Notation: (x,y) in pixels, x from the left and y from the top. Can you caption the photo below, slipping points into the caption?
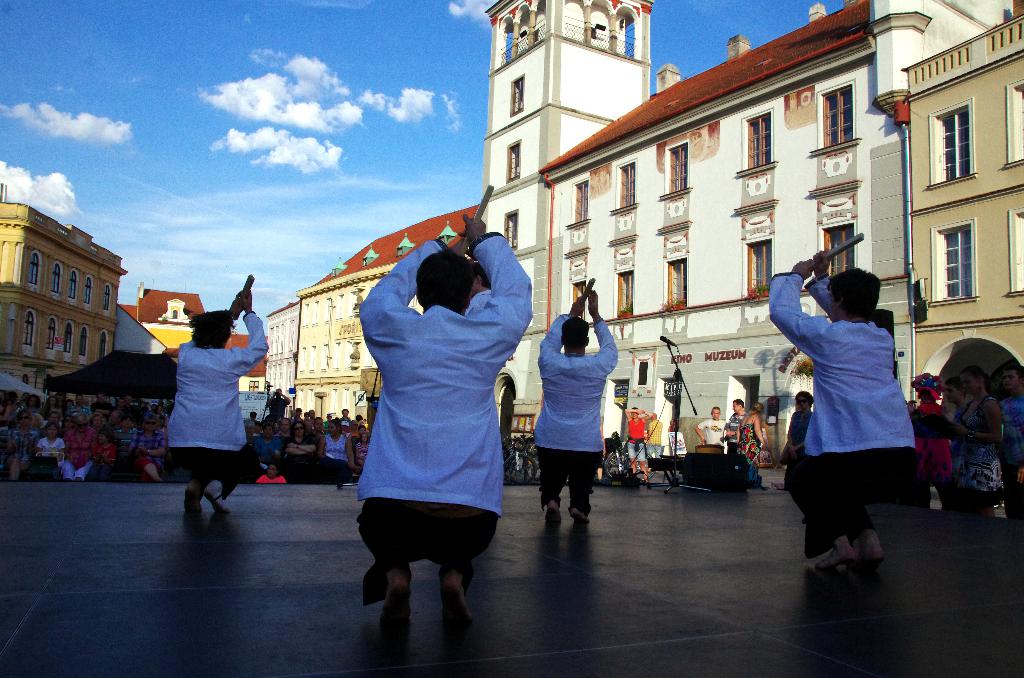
In this image in the front (409,417) there are persons (219,425) performing on the stage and there is a mic (679,404) and there is an object (735,471) which is black in colour. In the background (144,406) there are persons (128,399) sitting and standing, there are buildings (660,259) and the sky (238,159) is cloudy and on the right side (737,356) there is some text (721,356) written on the wall (706,348) of the building (749,341).
